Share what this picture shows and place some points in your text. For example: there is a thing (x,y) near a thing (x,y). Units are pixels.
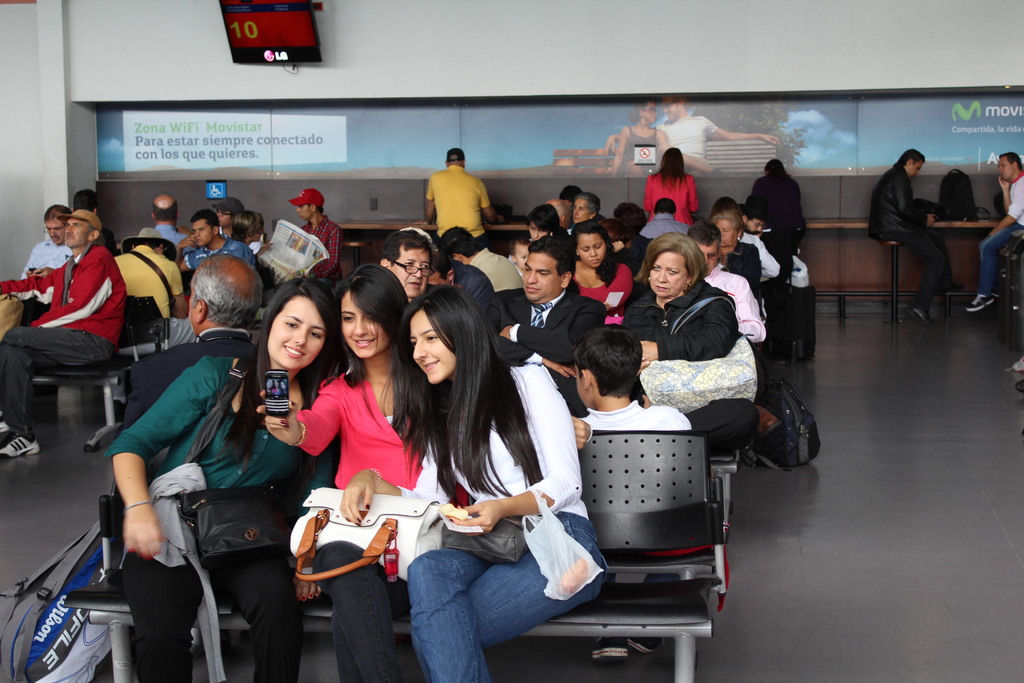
This picture describes about group of people (510,380), few are seated on the chairs (113,608) and few are standing, and also we can see baggage (756,374), in the background (317,156) we can see a monitor (275,51) and a hoarding (594,144).
